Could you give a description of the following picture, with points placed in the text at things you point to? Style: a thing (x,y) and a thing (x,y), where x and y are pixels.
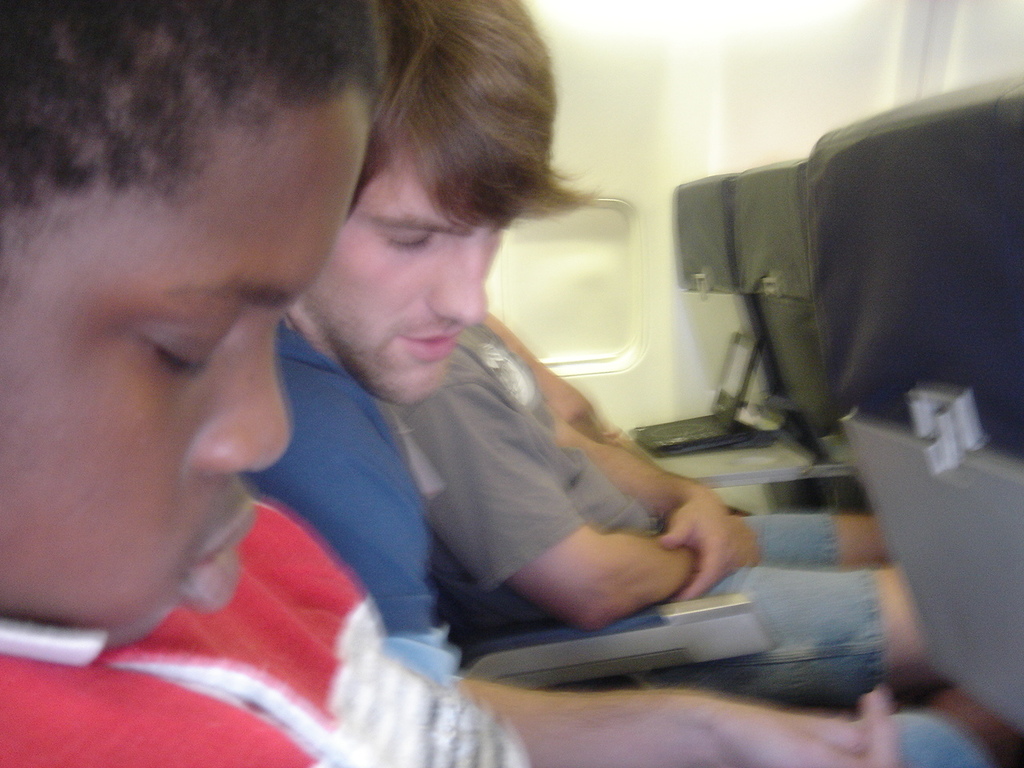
This picture might be taken inside a airplane (753,456). In this image, on the left side (295,605), we can see two men (289,751) are sitting on their seats (531,608) and sleeping. On the right side (959,193), we can see three seats (747,216). In the background (644,241), we can also see white color, glass window (619,252) and a table (800,451), on that table (796,464), we can see a laptop (746,381).
